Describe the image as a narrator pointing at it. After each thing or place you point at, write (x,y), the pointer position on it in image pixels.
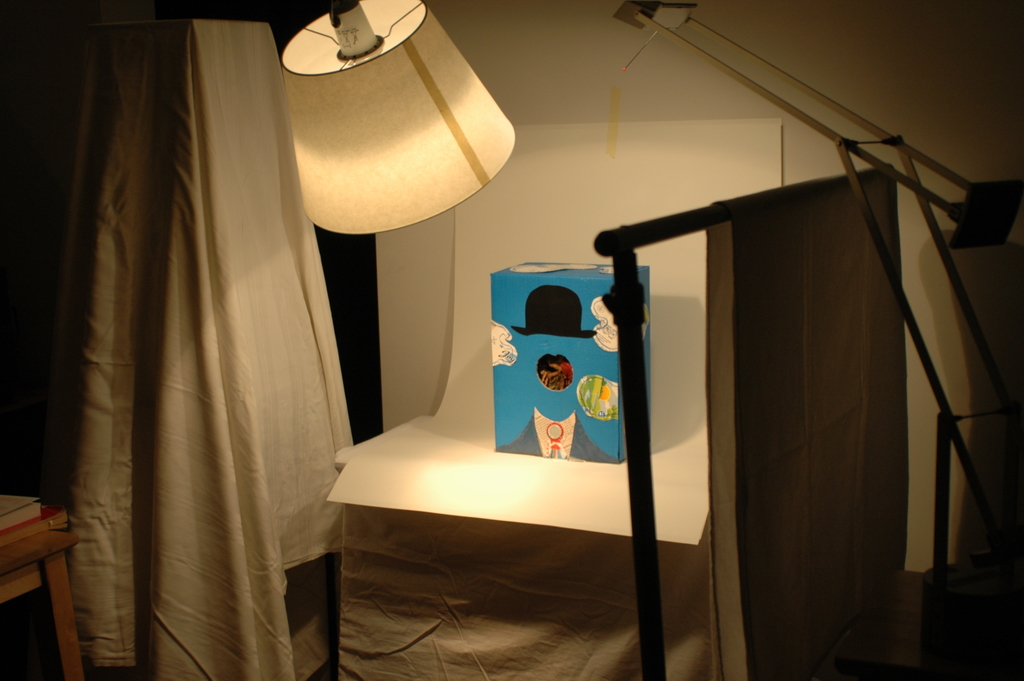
In this picture I can see a box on the paper (469,270), there are clothes (783,384), there is a lamp (413,139), there are books (22,513) on the stool (73,655), and in the background (908,18) there is a wall (922,54).
